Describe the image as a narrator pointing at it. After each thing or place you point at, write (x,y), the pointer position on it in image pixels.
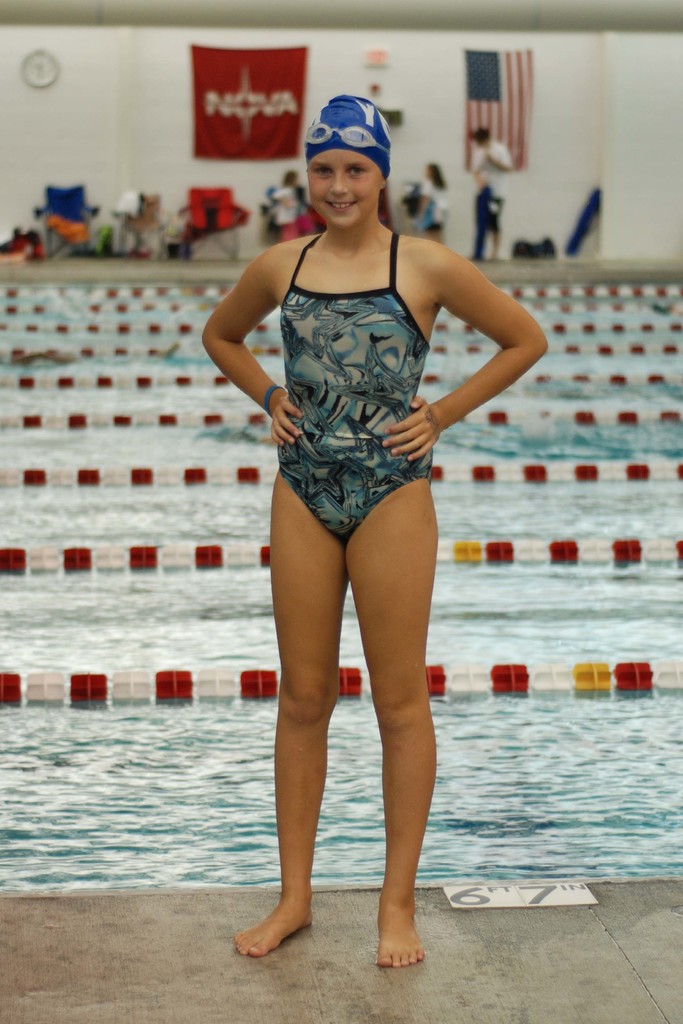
In this image there is a girl (334,544) smiling and standing on the floor (187,936). In the background (215,861) we can see swimming pool (152,368). Flag (528,110), chairs (197,211) and some people (485,150) are also visible.
